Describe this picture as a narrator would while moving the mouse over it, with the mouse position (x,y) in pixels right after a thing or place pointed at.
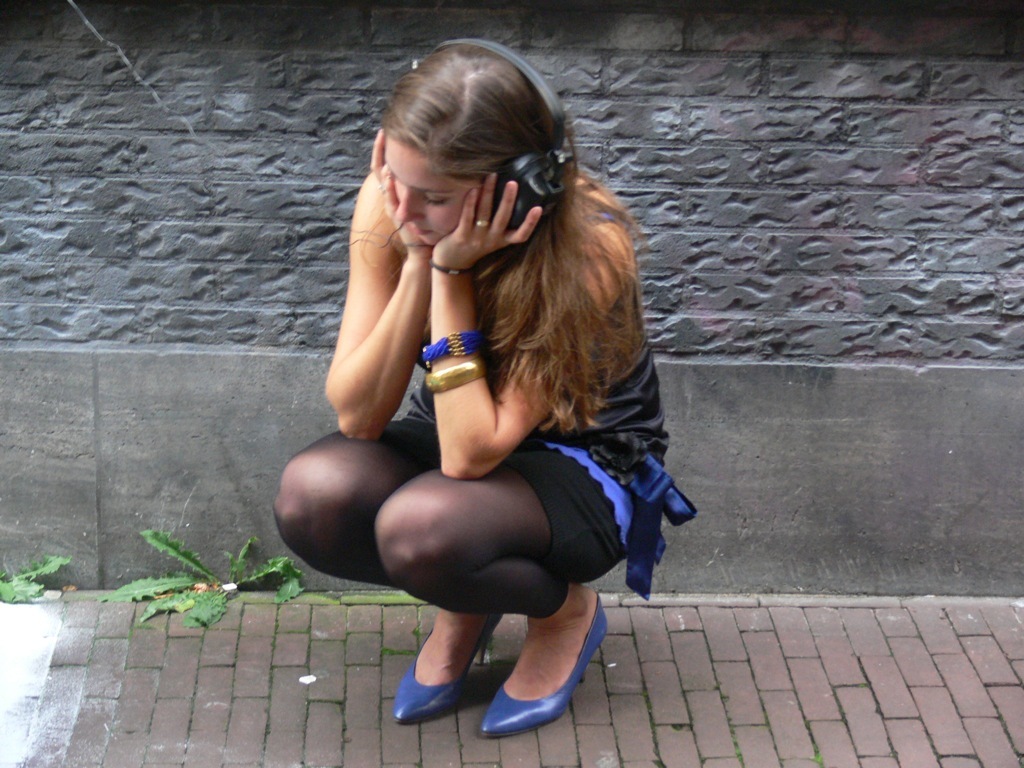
In the image we can see a woman (577,388) wearing clothes (588,482), heels (524,703), bracelet (446,351), finger ring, headsets (497,175) and she is sitting in squat position. Here we can see footpath (769,689), leaves (201,571) and the wall (176,360).
